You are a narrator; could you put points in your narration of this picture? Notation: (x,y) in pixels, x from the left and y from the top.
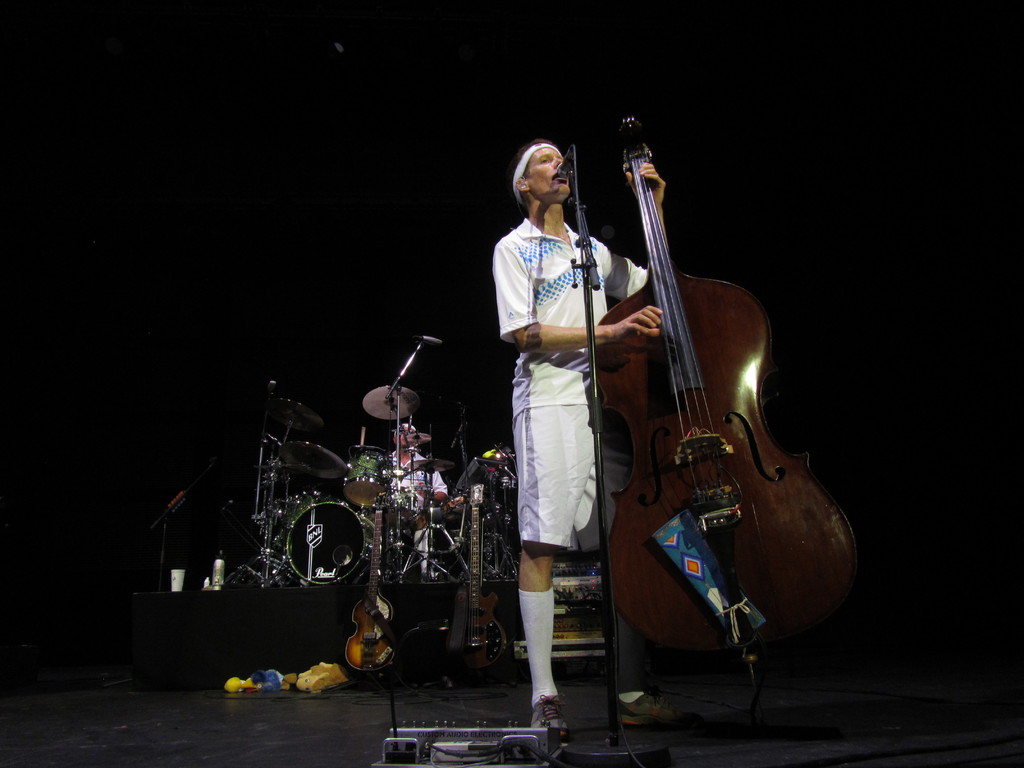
As we can see in the image there are two people (426,493). The man (577,478) who is standing here is holding double bass (690,612) and singing song on mic (573,158) and the man (407,439) who is sitting here is playing musical drums (382,540).
